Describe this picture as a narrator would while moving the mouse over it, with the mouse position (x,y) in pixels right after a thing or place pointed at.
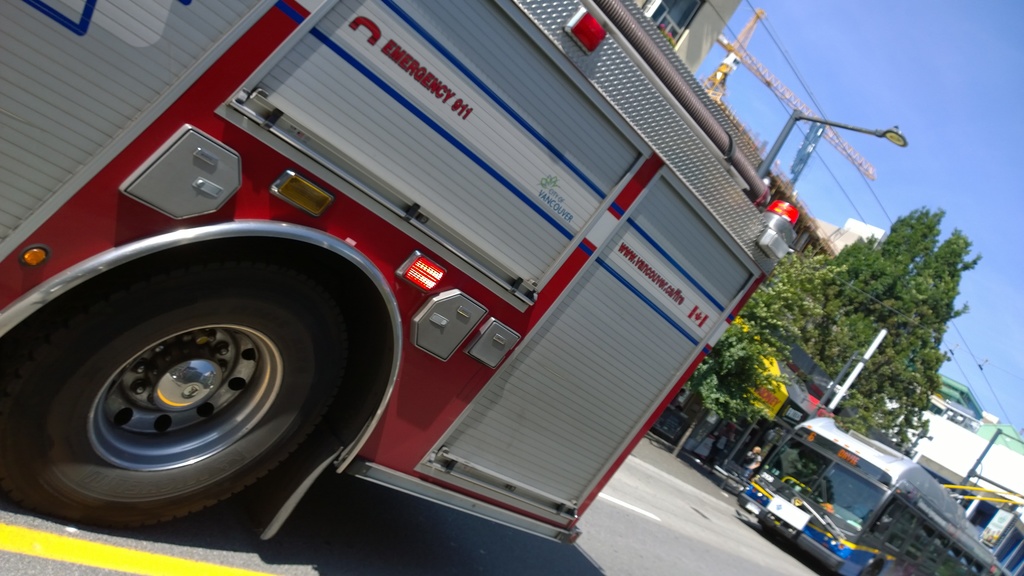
In this picture we can see vehicles (830,546) on the road (628,506), trees (915,332), buildings (664,22), wires (734,38), pole (775,158) and some persons (753,460) standing and in the background (915,110) we can see sky (915,175).
